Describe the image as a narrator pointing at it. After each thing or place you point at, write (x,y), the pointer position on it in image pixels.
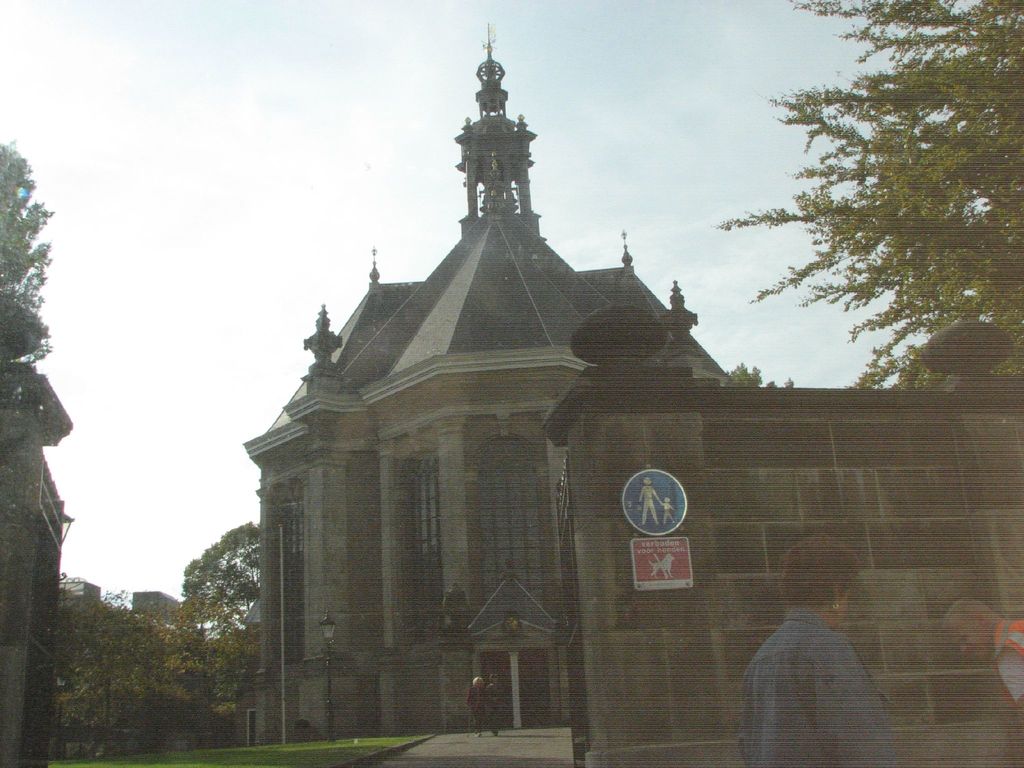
In the picture we can see the church (547,556) and near to it we can see a grass surface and beside it we can see a path (515,755) and on it we can see two people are walking and near to it we can see a two walls (901,497) with gates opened and outside the wall (877,521) we can see two people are standing and behind the church (482,589) we can see some trees (893,261) and the sky (762,75) with clouds (690,126).
